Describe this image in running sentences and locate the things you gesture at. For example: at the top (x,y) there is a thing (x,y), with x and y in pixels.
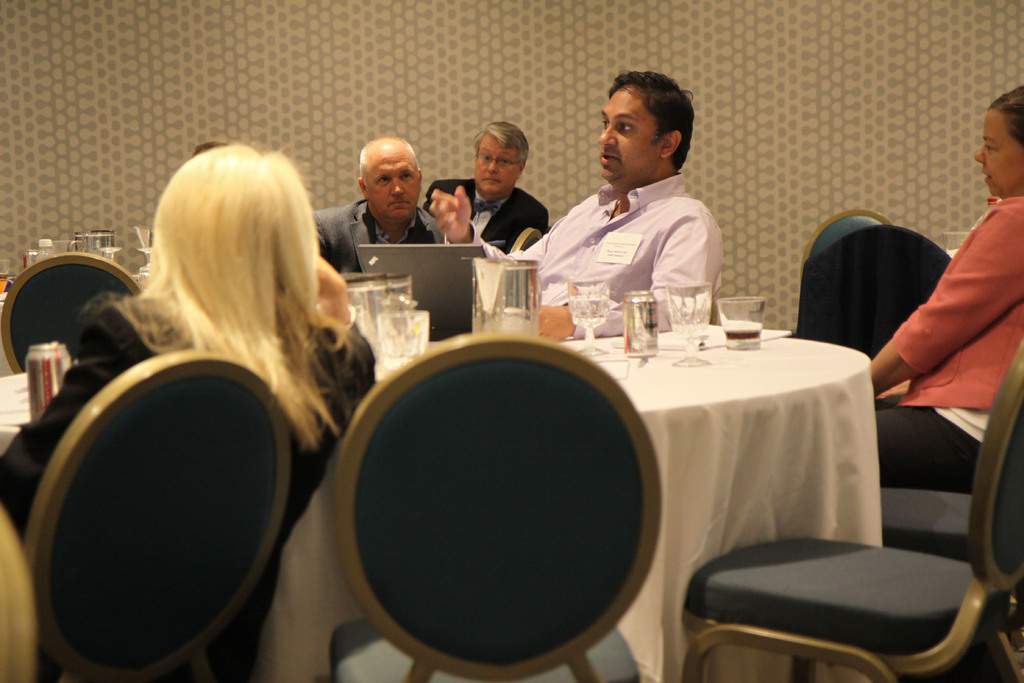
This picture shows a group of people (91,334) seated and a man (569,219) speaking and we see a laptop (423,305) in front of him and few glasses (672,328) on the table (678,358).
